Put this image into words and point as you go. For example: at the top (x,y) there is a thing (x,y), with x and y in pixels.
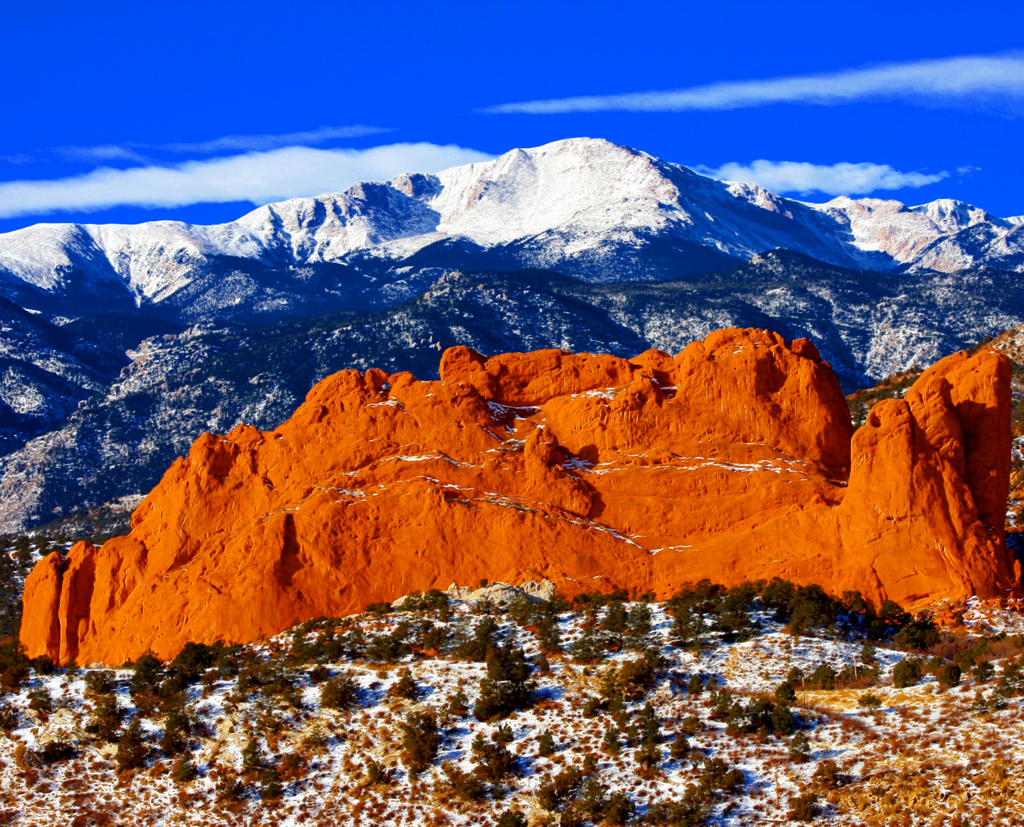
At the bottom (504,746) we can see plants (498,768), grass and snow (559,766) on the ground (556,750). In the background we can see a mountain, snow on the mountains (392,293) and clouds (293,141) in the sky (372,120).
